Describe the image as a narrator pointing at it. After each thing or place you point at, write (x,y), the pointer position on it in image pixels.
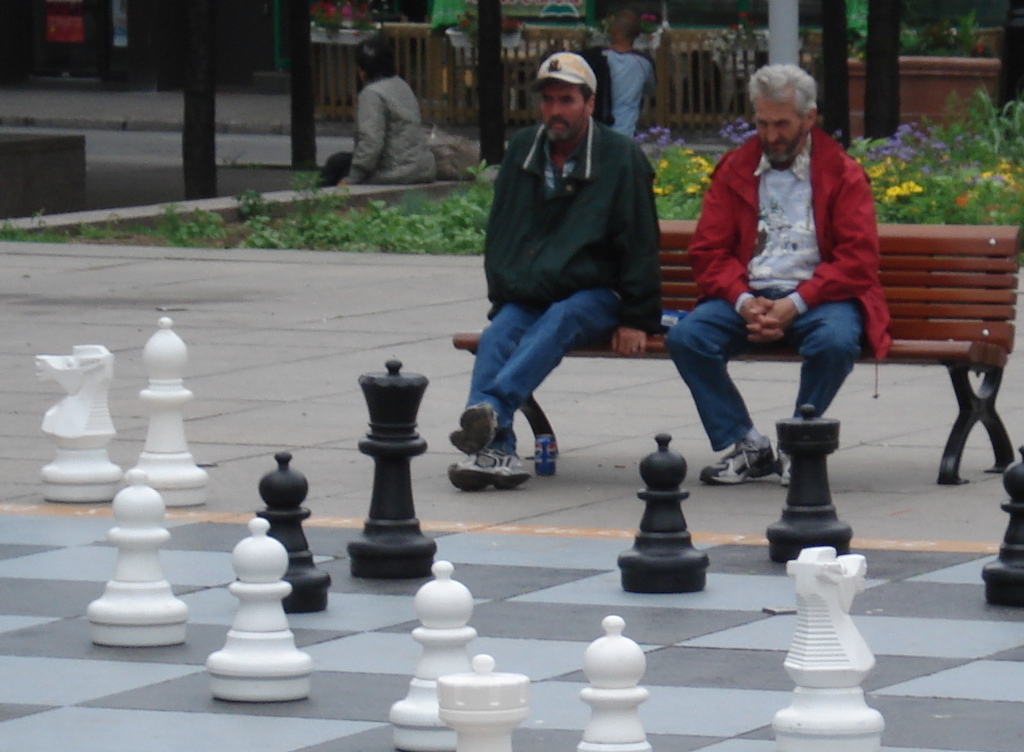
In the picture I can see people (490,267) among them two people (708,292) are sitting on a bench (765,359). I can also see chess pieces (229,636) on the ground (365,640), plants (204,220), fence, poles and some other objects (444,175).
